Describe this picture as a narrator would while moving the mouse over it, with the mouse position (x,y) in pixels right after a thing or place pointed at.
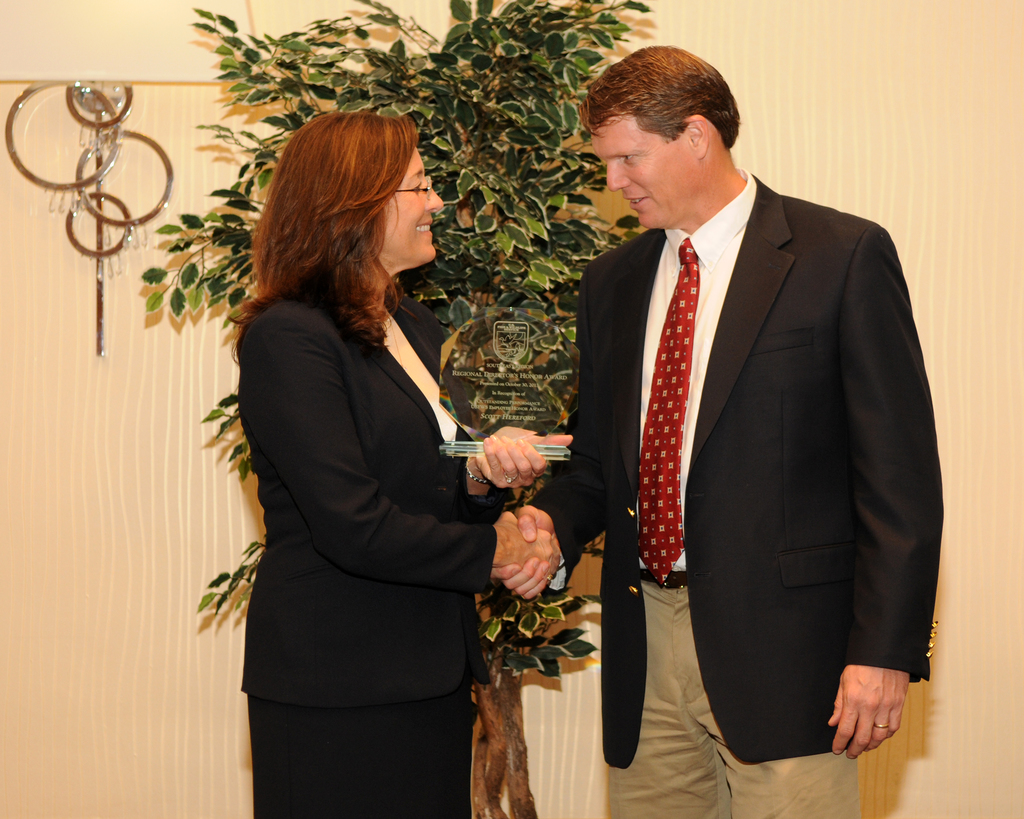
In this image we can see a man (540,497) and lady (442,627) are shaking hands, there is an object (478,419) in lady's hand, behind them there is a plant (527,132), also we can see an object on the wall (998,318).
